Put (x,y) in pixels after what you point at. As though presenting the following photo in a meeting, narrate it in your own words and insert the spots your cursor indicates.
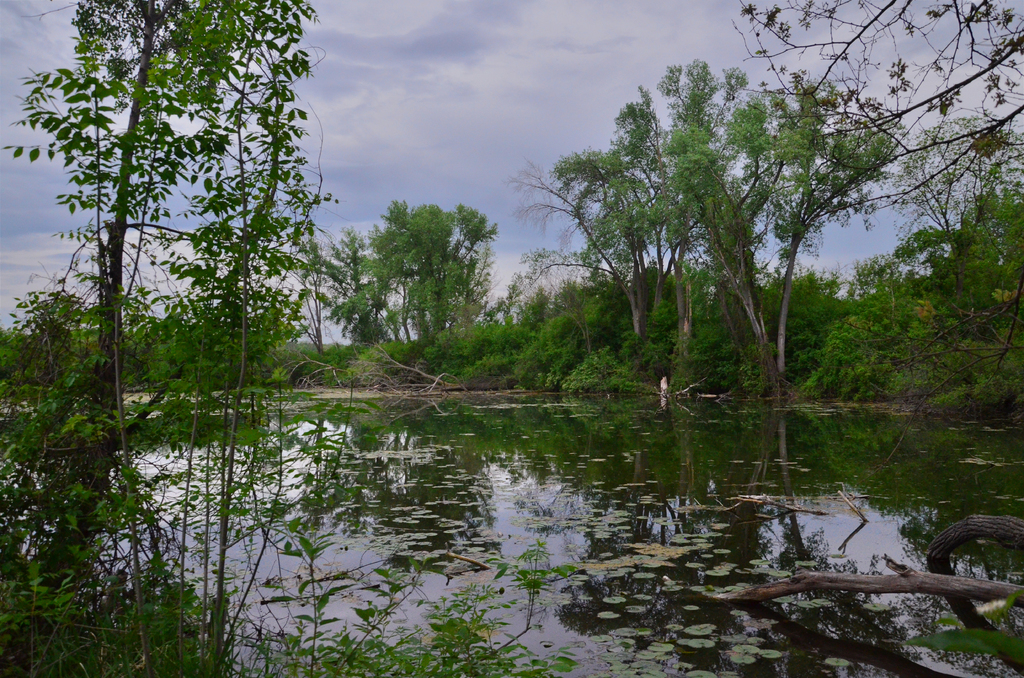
In this image we can see sky (555,92) with clouds (434,108), trees (427,211), plants (173,593) and leaves (733,567) on the lake (583,488).
